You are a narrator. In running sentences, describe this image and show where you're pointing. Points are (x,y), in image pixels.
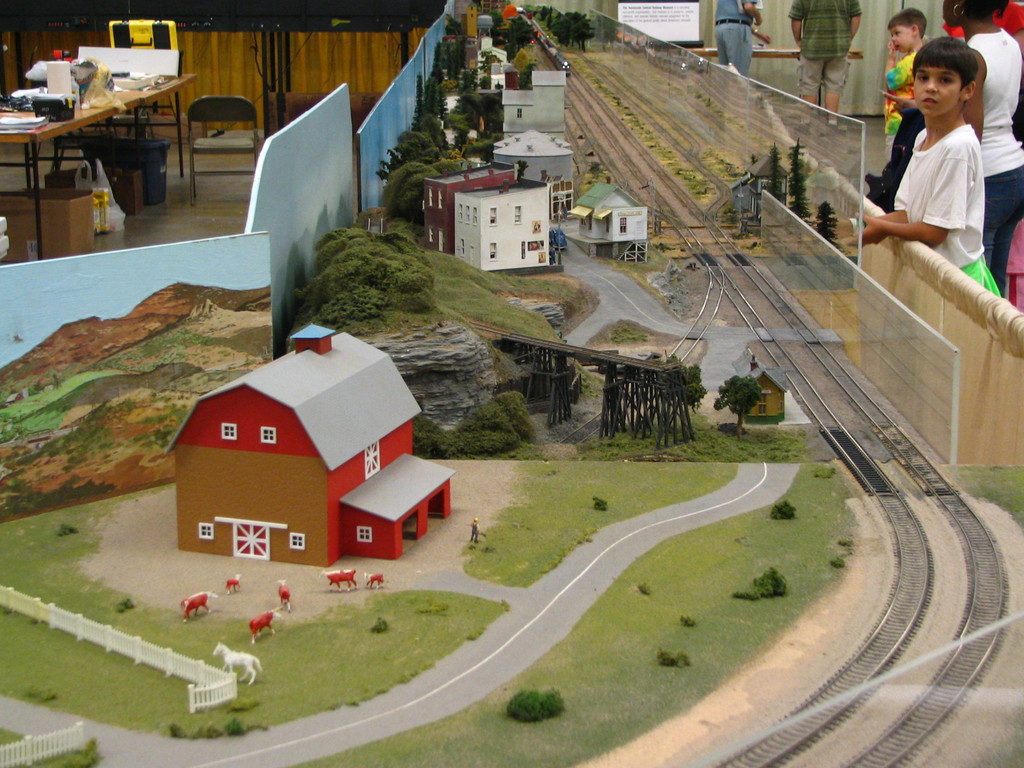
This is a model of a street (581,321). In this there are buildings (479,221), houses (532,182), bridges (653,368), railway tracks (782,362), hills (427,260), trees (446,117), animals (285,600), fencing (138,649), road (494,642), grass (655,641). And some people (894,66) and students (924,90) are watching this. In the background (221,143) there is a table (51,134), chair (209,108). On the table (127,104) there are many items (74,106). On the floor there are boxes (94,203).
